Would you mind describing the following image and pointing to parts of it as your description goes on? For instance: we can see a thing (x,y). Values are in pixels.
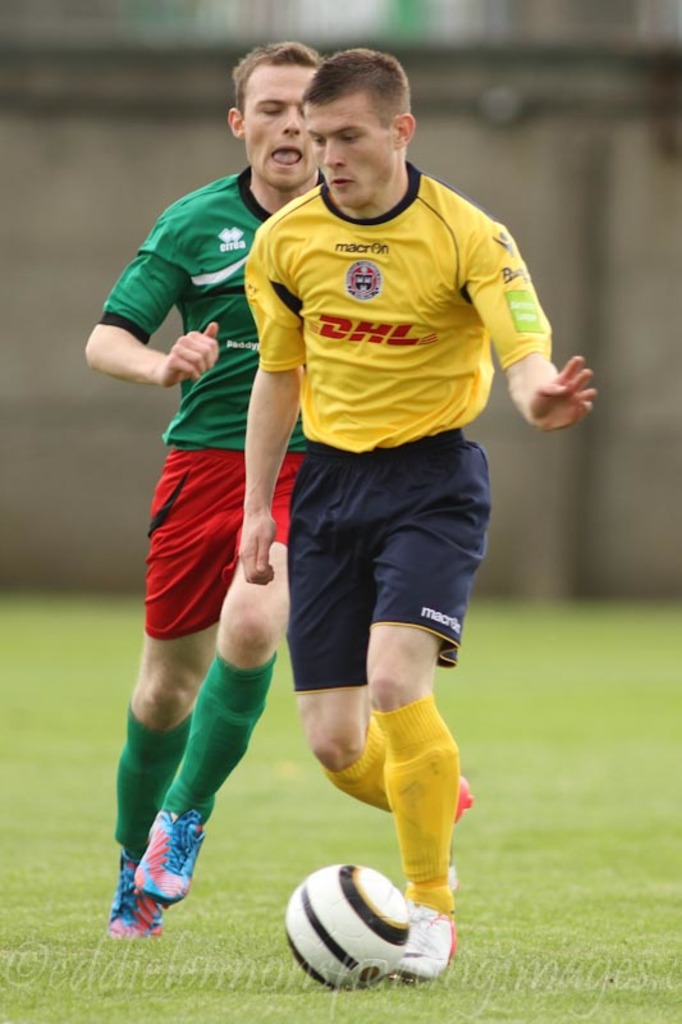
In this picture we can see two men (302,418) playing football game, at the bottom (576,893) there is grass (386,995) and a ball (349,966), we can see a blurry background (629,90), there is some text (415,972) at the bottom (149,974).
